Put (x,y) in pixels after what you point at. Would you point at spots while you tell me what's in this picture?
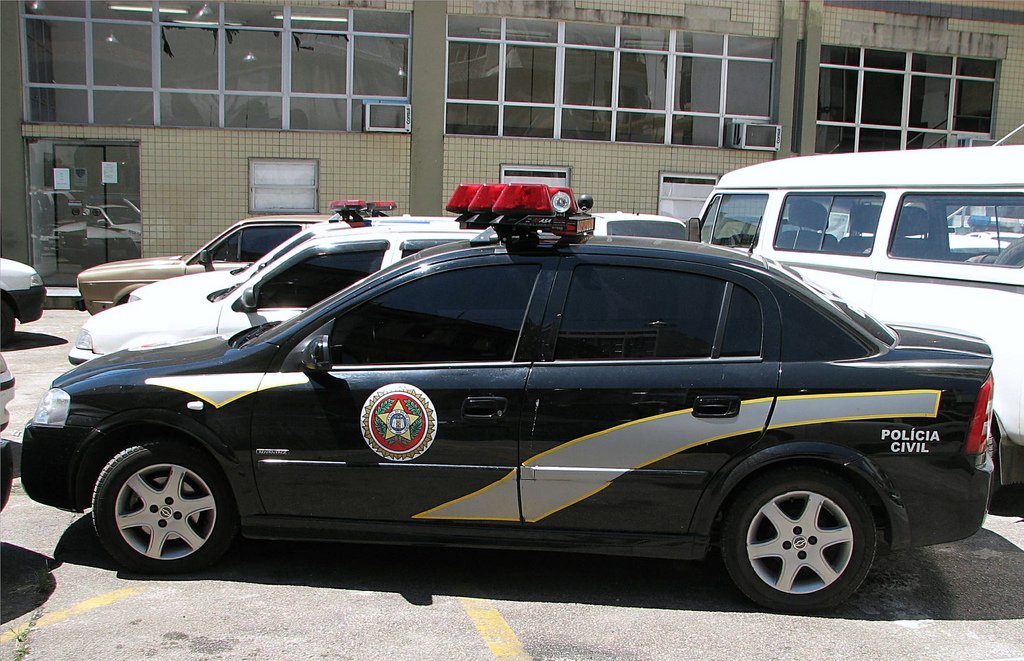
This image is taken outdoors. At the bottom of the image (135,596) there is a road (76,570). In the middle of the image (439,354) a few cars (289,327) are parked on the road (955,553). In the background (468,156) there is a building (200,121) with walls (215,154), windows (272,187) and a door (115,149).
